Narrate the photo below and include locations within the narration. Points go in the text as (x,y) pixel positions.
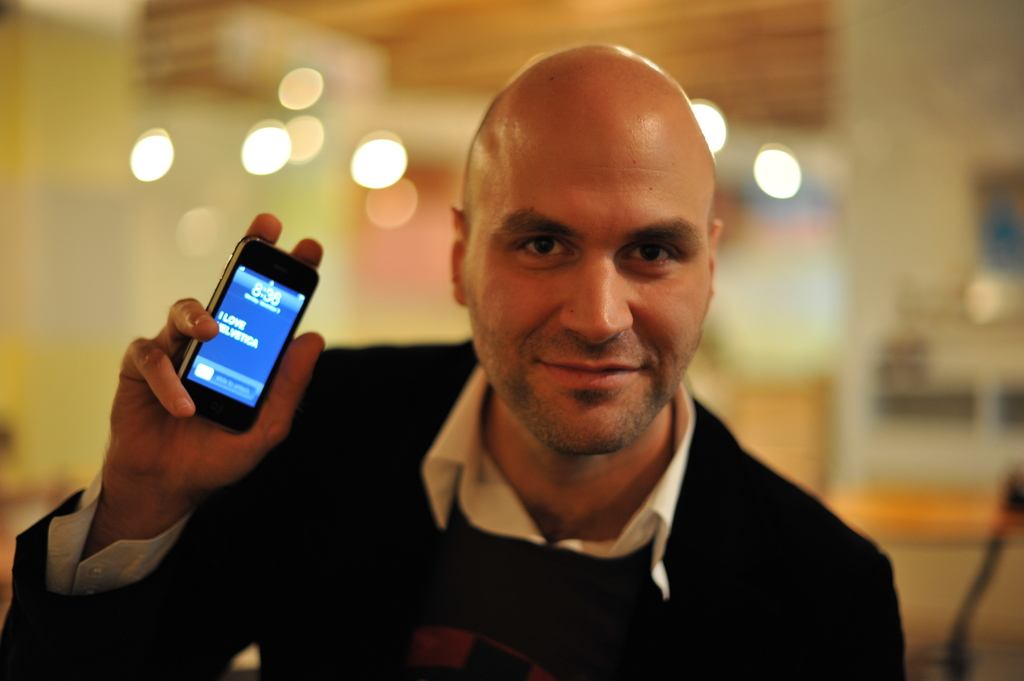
There is a man (586,226) holding a mobile phone (200,378) in his hand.
